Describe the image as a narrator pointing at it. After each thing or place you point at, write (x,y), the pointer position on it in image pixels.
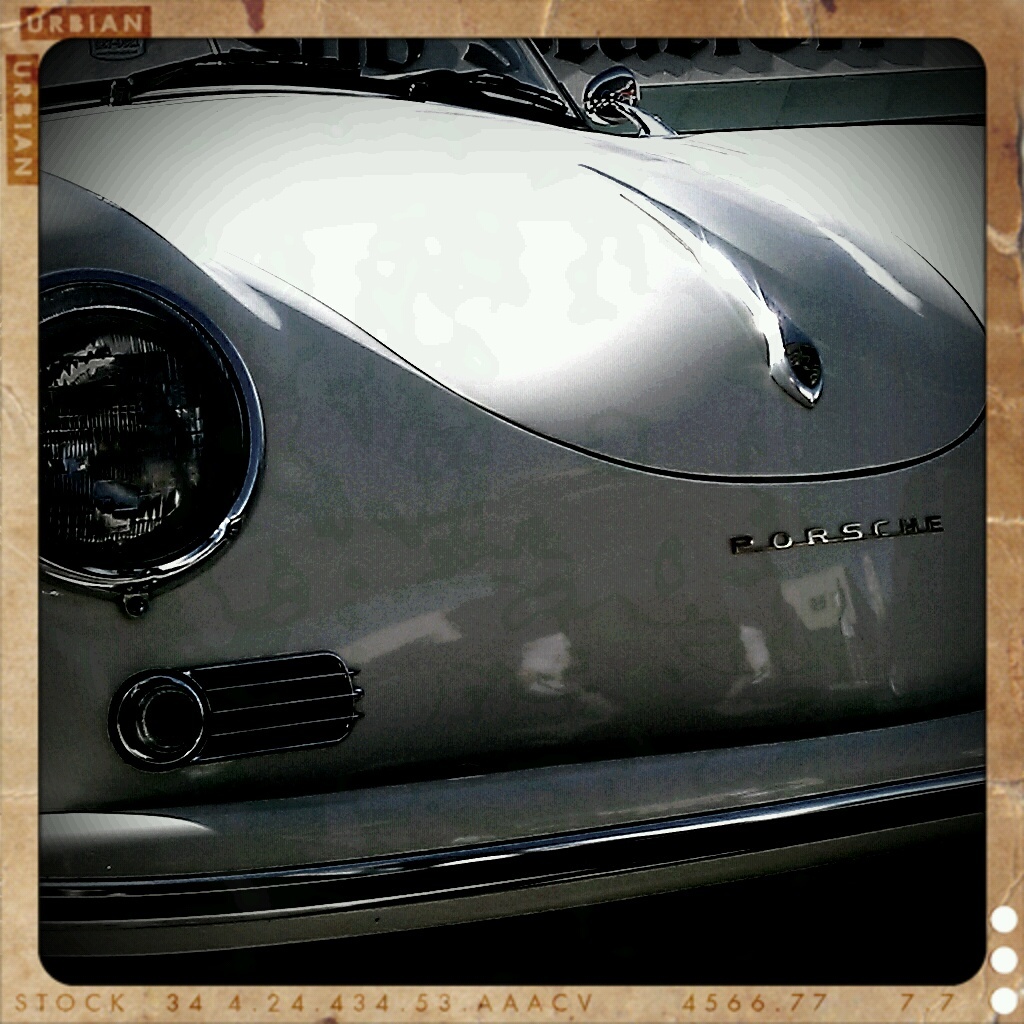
In this picture we can see a car (616,480).
